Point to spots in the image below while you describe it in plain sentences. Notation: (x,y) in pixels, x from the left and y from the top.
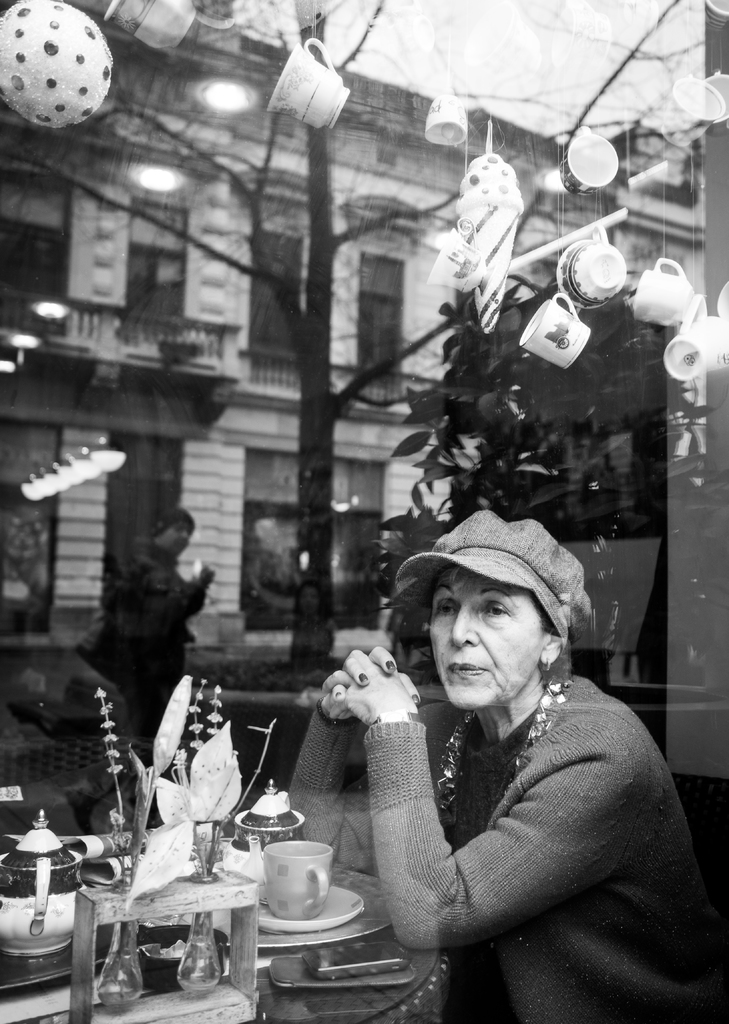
In this image In the middle (460,639) there is a woman (460,716) she wear hat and dress (499,847), in front of her there is a table (324,1011) on that mobile (358,964), cup (306,874) and saucer (335,926), jug (39,903), paper (85,868), plant (147,877). In the background (317,465) there is a tree (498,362), cups (585,271), person (166,607), building (258,371) and sky (480,98).
